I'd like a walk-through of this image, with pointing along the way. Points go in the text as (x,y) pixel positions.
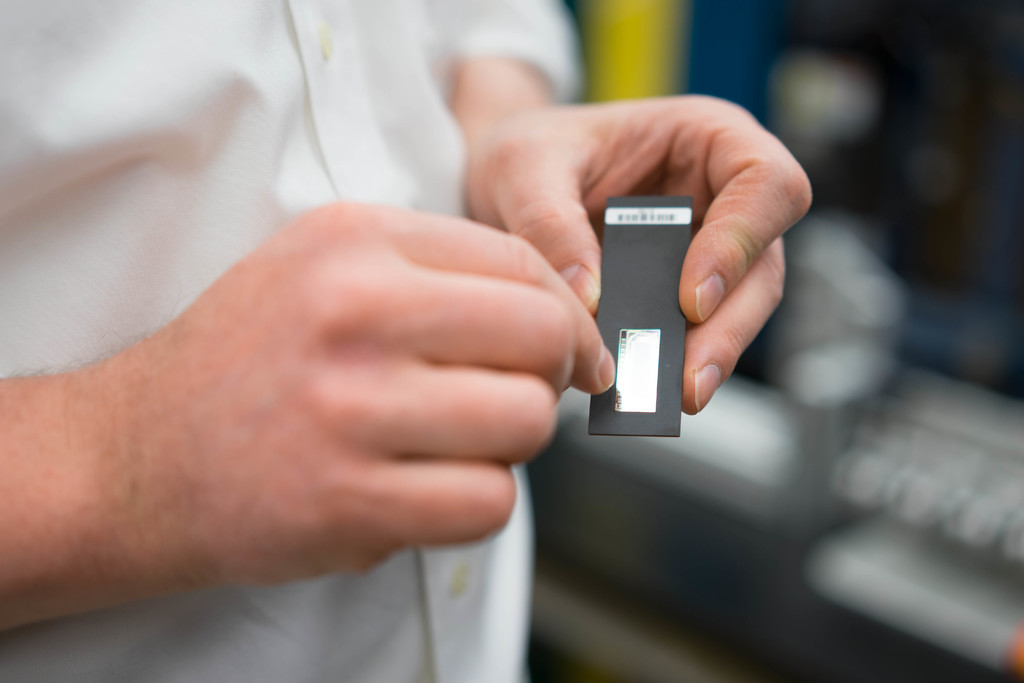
Bottom left side of the image (293,561) a person (657,178) is standing and holding something (615,205) in his hand (742,340). Behind him the image is blur.
